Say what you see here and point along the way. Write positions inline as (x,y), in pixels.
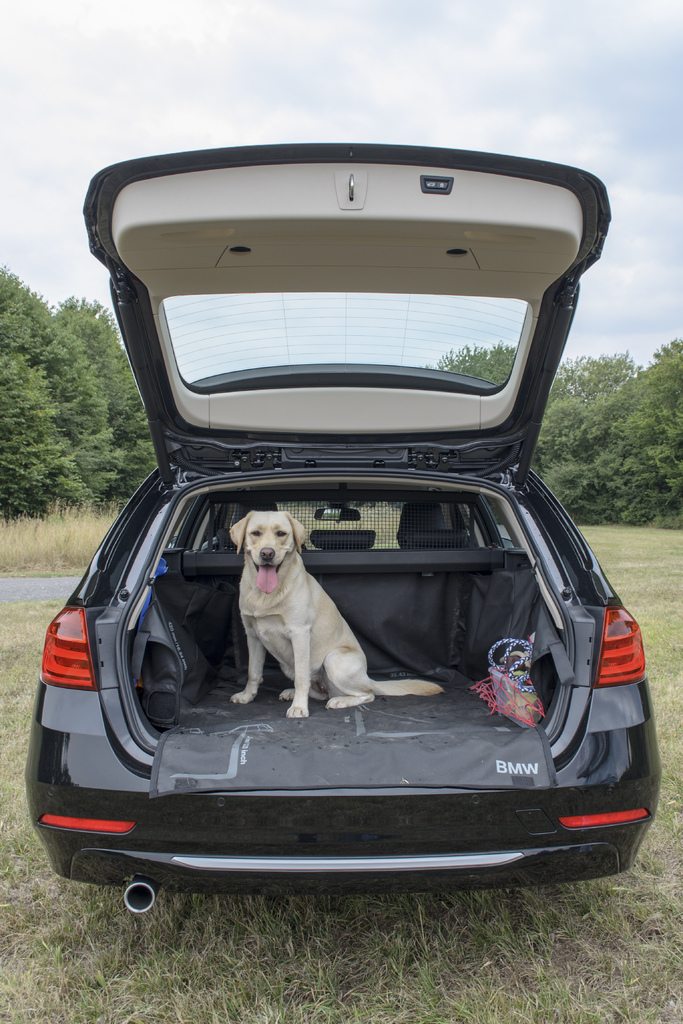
There is a black color car (352,807), in that car (321,573) there is a dog (293,585) sitting in the backside of the car (292,621) who is in white color, and there is grass (486,972) on the ground (494,974) and there are some trees (606,435) which are in green color and the sky (488,122) which is fully cloudy.
